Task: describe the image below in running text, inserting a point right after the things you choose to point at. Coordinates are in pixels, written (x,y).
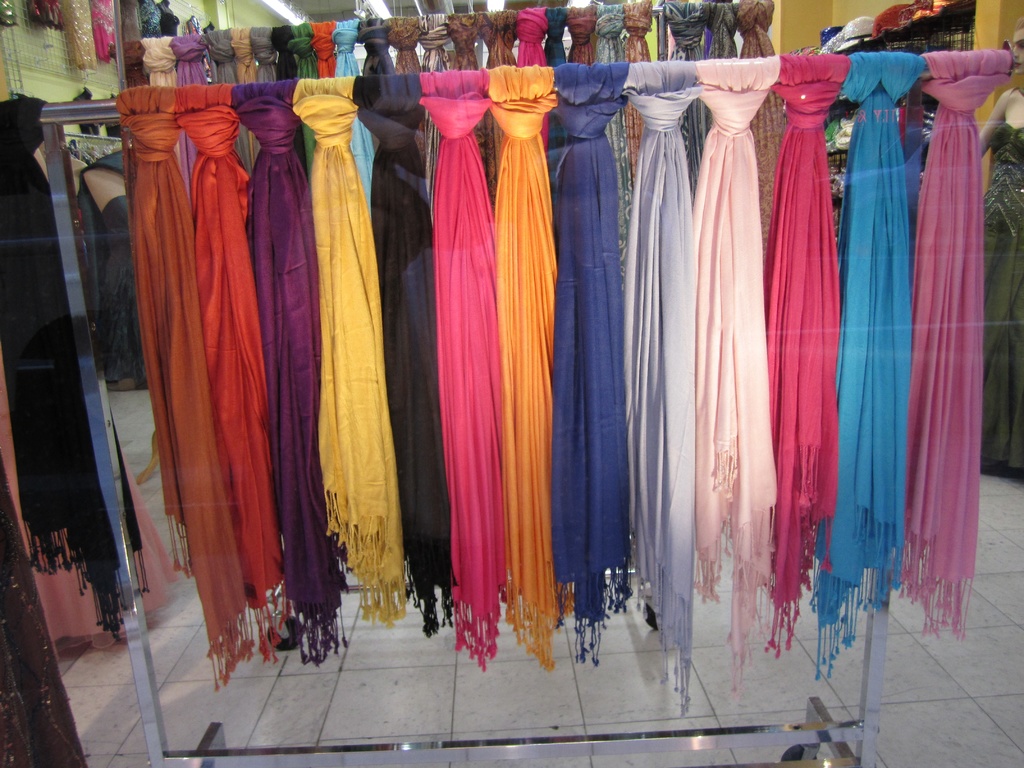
In this image, we can see colorful scarves (526,282) hanging on display stands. There is a mannequin (1001,160) on the right side of the image (1006,317) standing and wearing clothes (1006,403).
